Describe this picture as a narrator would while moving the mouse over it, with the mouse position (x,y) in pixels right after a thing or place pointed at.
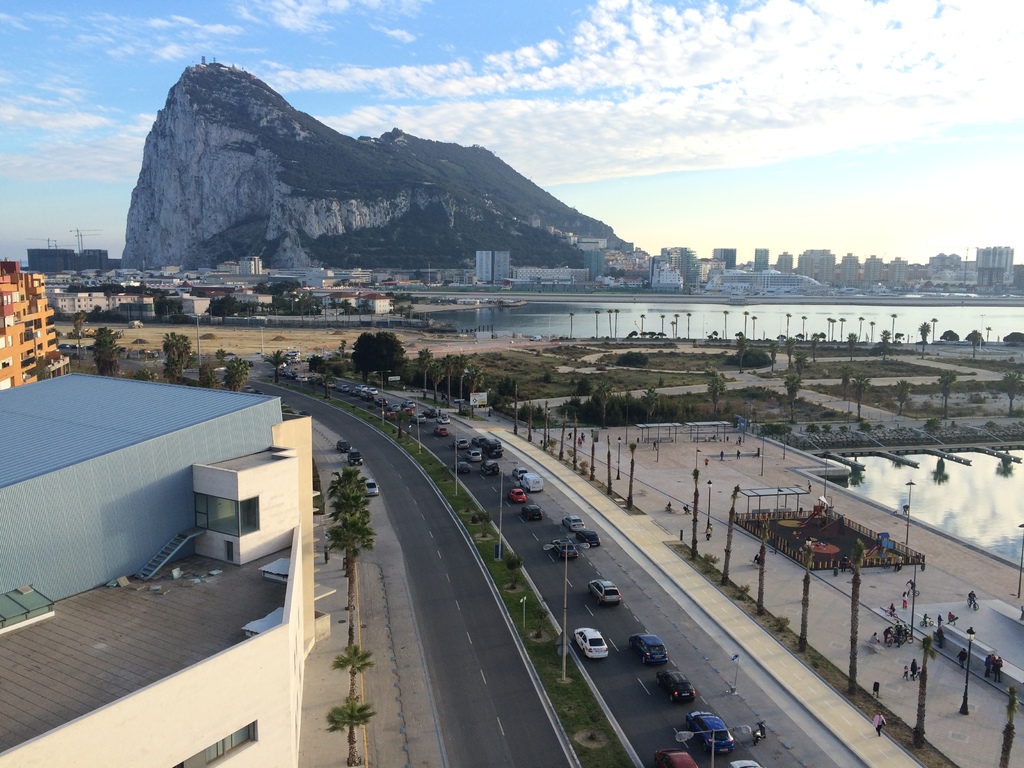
There is a two way road (427,524), which is having divider (532,612), on which, there are poles (382,385), grass (504,594) on the ground (484,548) and there are plants (542,634). On the right side road (707,755), there are vehicles (683,763). On the left side (160,729), there are buildings (191,396), near footpath (333,624), on which, there are trees (169,348). On the right side (1013,766), there are trees (576,445) on the ground (817,607), near a footpath (738,557), there is a water pond (543,317), there is a garden (1001,359), there are buildings (138,299), there is hill (279,140) and there are clouds (872,75) in the blue sky (391,61).
